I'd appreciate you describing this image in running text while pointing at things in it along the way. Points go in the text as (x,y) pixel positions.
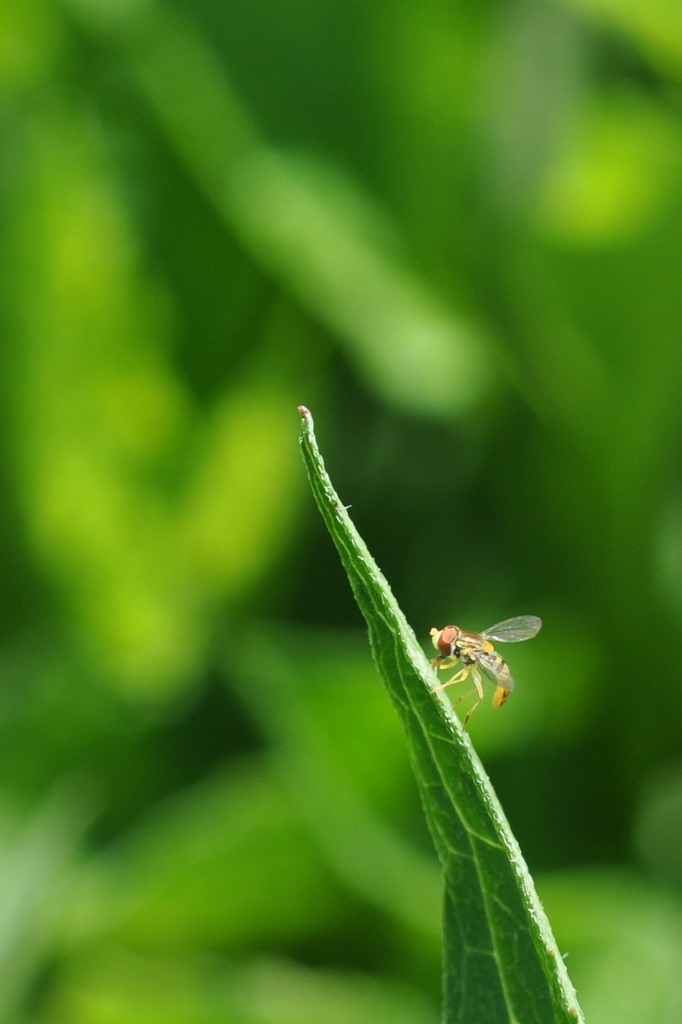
Background (671,601) portion of the picture is blurry and its green color. In this picture we can see an insect (434,631) on a green leaf (484,791).
